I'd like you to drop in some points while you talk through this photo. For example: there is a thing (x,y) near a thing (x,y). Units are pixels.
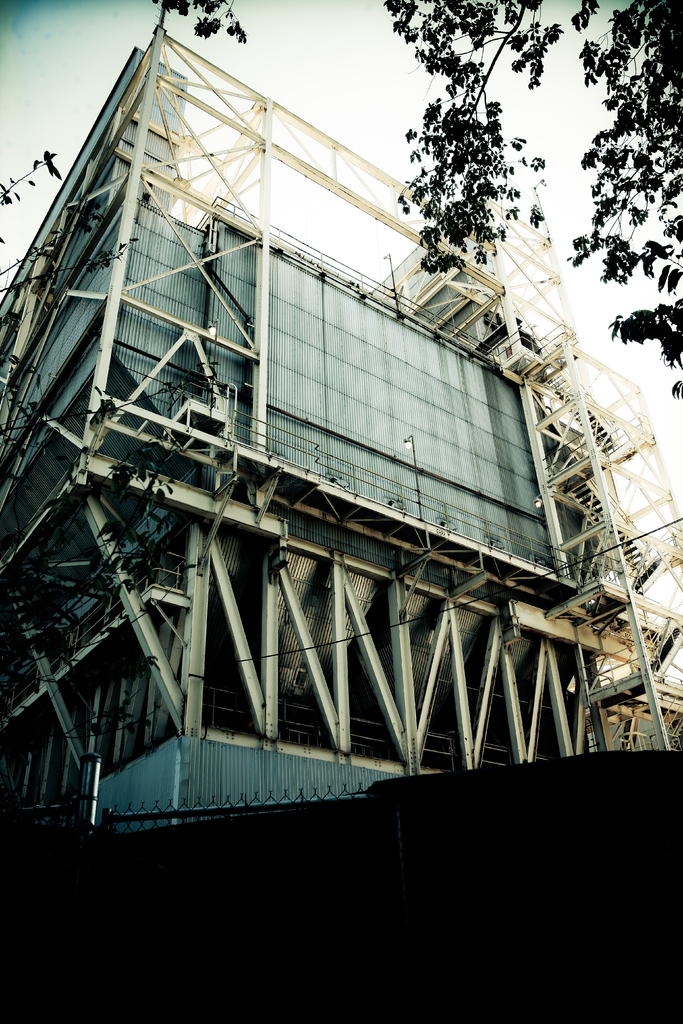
In this picture we can see a building (537,594) and to the building (540,595) there are zig zag stairs (637,447). In front of the building (240,641) there are trees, cables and it looks like a wall (265,836). Behind the building (289,410) there is the sky (355,96).
